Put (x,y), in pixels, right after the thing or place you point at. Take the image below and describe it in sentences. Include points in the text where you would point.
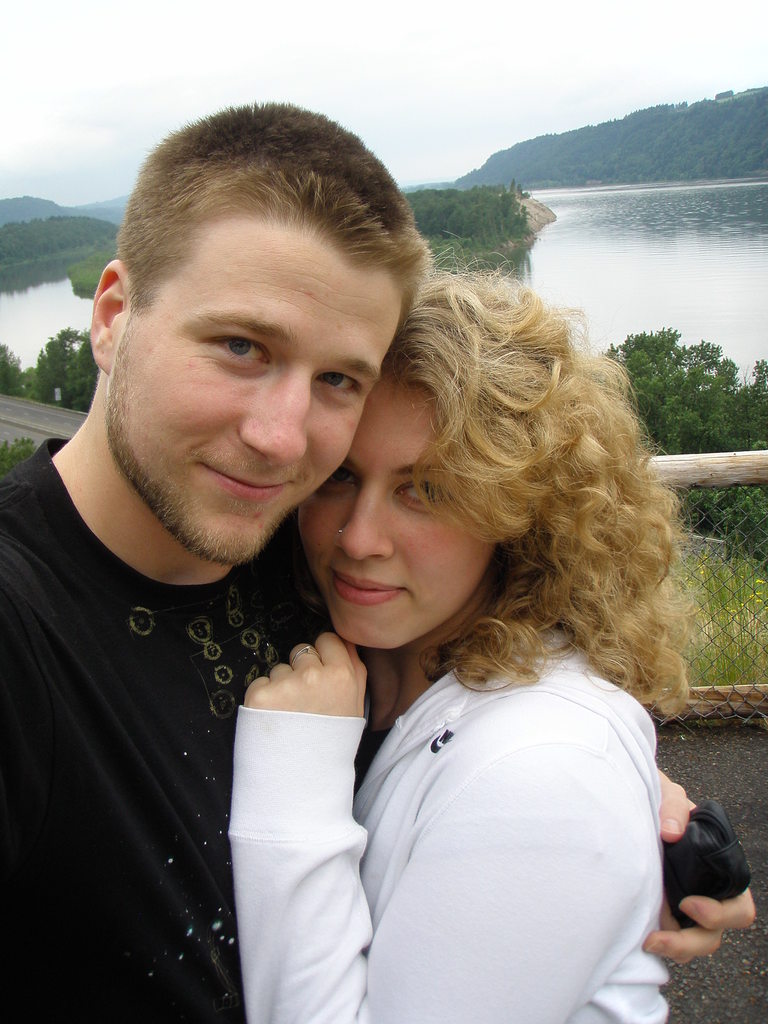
This is the man (172,719) and woman (407,619) standing and smiling. This looks like a fence (735,556). I can see the water (619,229) flowing. These are the trees (651,350). This looks like a hill (647,136).
